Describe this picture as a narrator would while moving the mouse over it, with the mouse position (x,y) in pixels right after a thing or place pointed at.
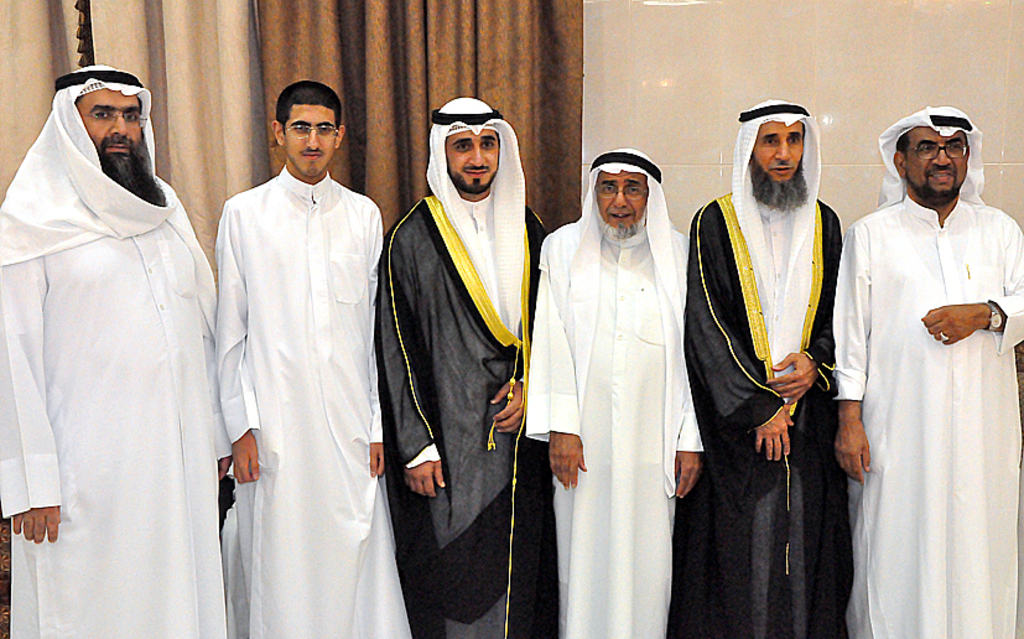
This picture describes about group of people (518,299), they are standing, behind them we can see a wall (694,62) and curtains (378,80).
